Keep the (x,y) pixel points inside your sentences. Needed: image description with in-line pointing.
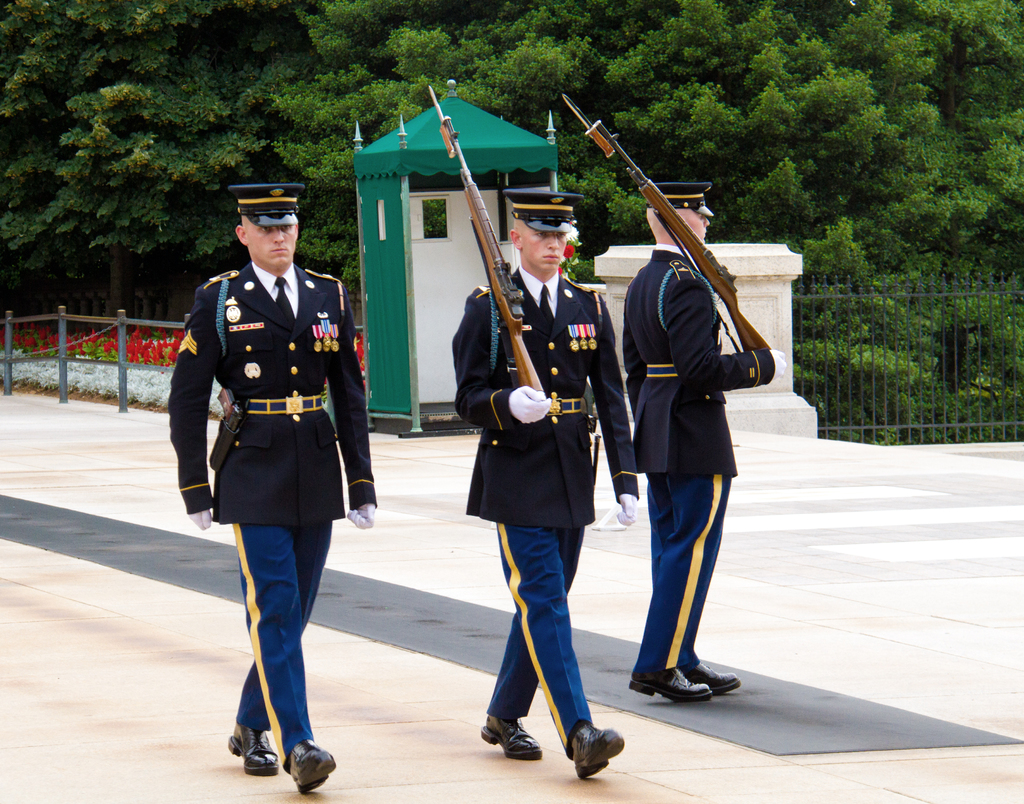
In this picture we can see three people (288,668) on the ground (499,613), two people (565,612) are holding guns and in the background (841,420) we can see fences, trees (913,203), plants (889,363), shed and an object (742,399).
